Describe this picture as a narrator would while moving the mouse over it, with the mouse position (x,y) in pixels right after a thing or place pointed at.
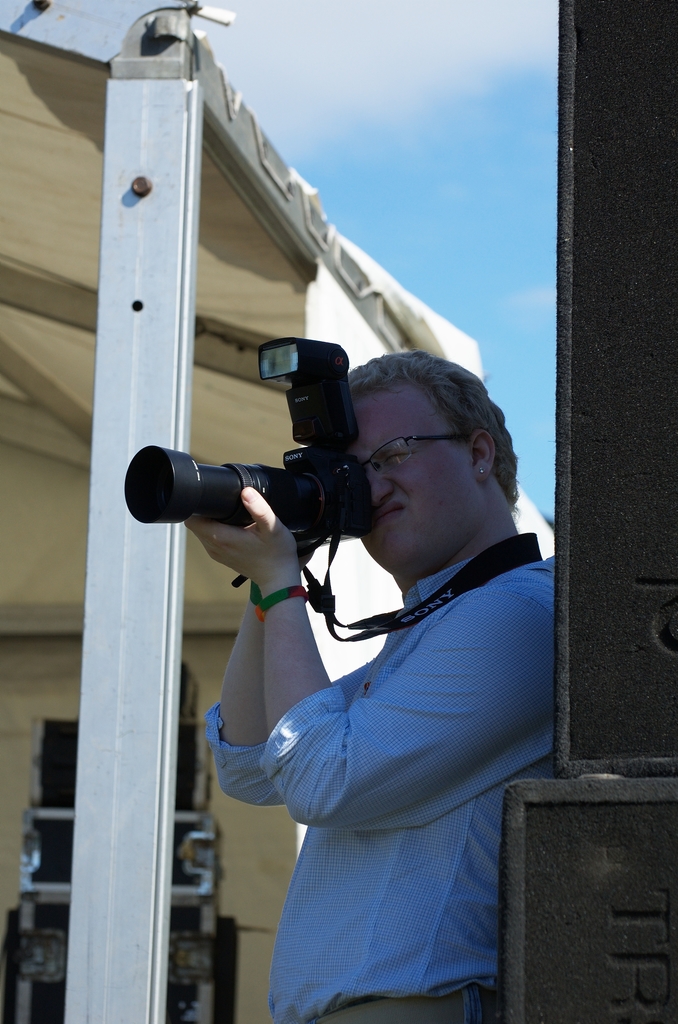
In this image there is a person (427,577). There is a camera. There is shed (129,565) in the background (43,608). There is a sky (266,42).
